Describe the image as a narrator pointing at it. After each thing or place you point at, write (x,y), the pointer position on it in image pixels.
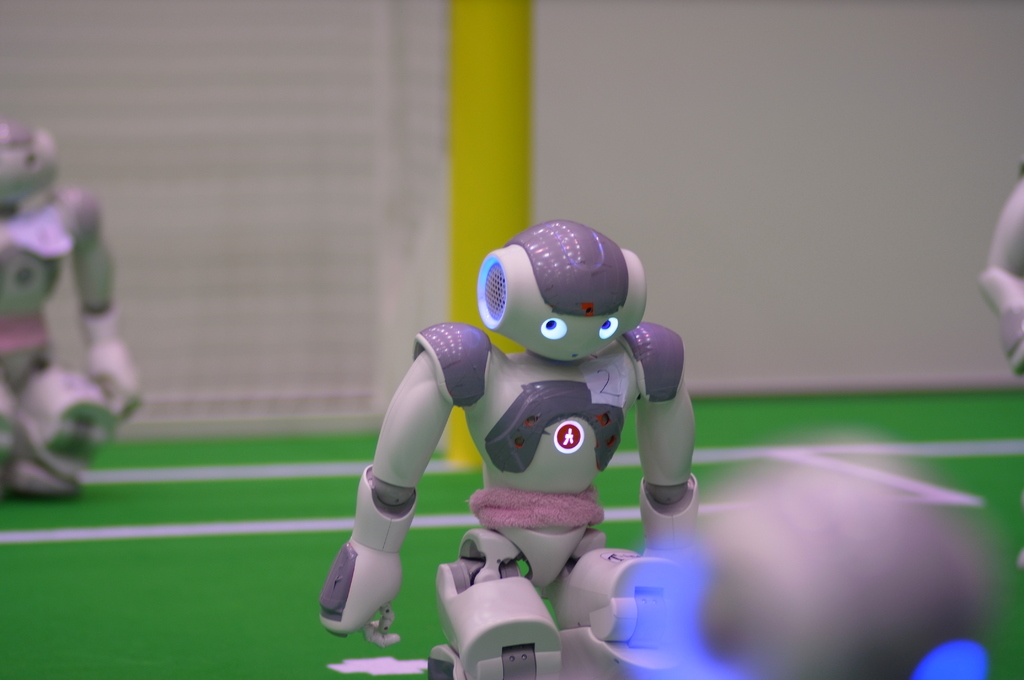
In this image there is a small robot (565,453) in the middle (518,402). On the left side (33,291) there is another robot (33,283) in the background (82,265). Behind the robot (534,291) there is a pole (508,88).
